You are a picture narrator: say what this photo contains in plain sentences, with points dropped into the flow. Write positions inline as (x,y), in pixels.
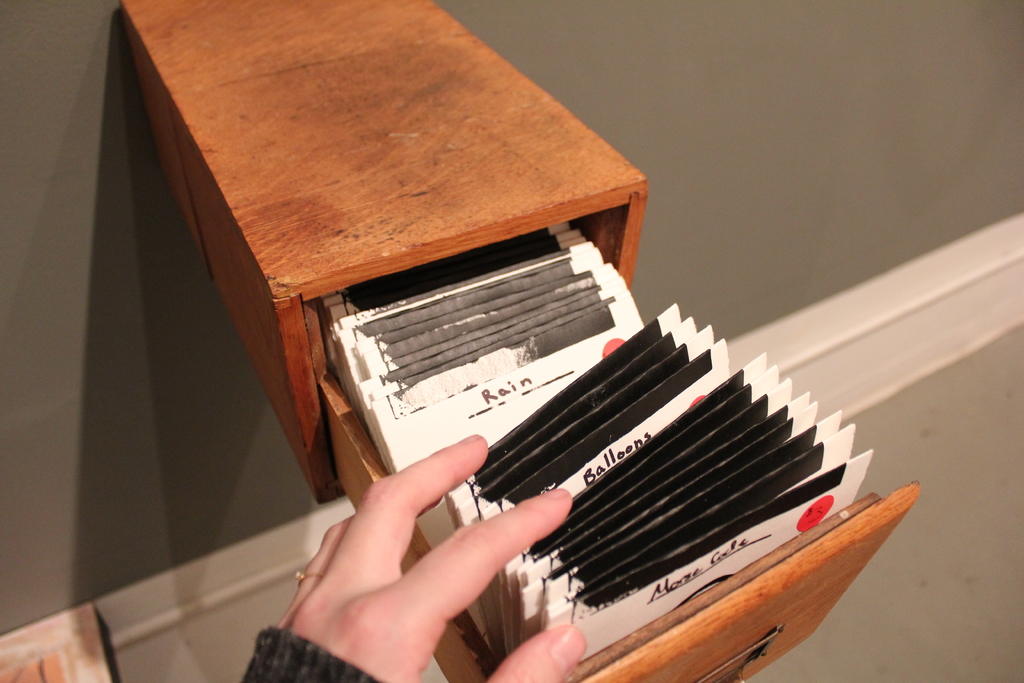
In this image we can see box (379,223) with drawer (678,682) attached to the wall (28,49). Inside the box (305,46) there are packets (490,343). Also we can see hand (382,608) of a person (384,519).
